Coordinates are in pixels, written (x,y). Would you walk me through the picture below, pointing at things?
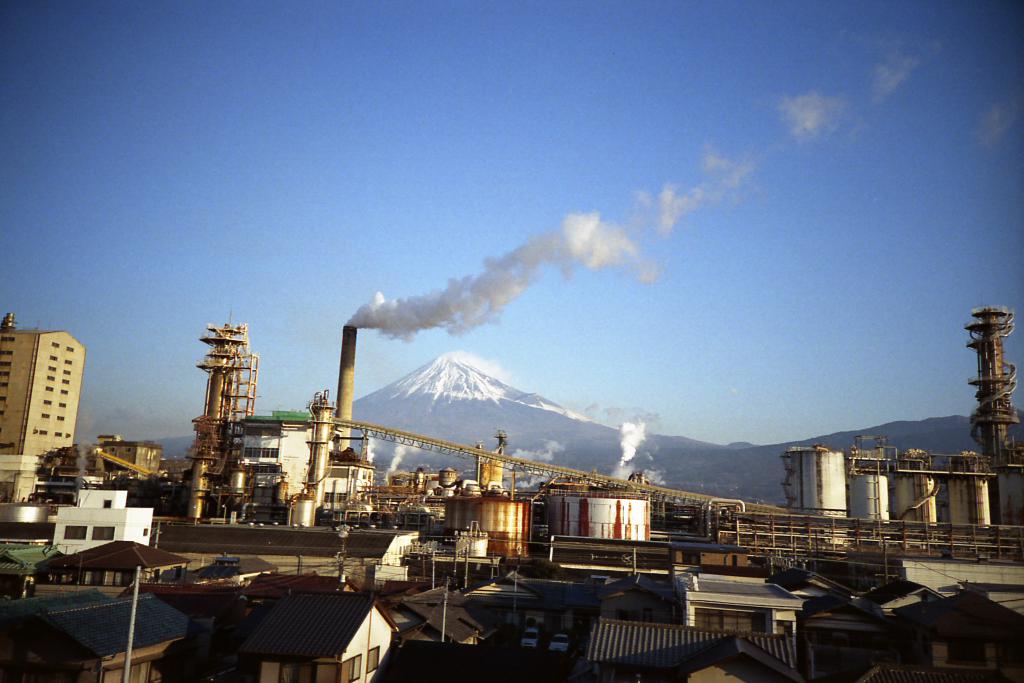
In this image, I can see the buildings (64,541) and a factory (467,501). I can see a snowy mountain (537,439), which is behind the factory (286,455). In the background (404,277), there is the sky (760,69).
